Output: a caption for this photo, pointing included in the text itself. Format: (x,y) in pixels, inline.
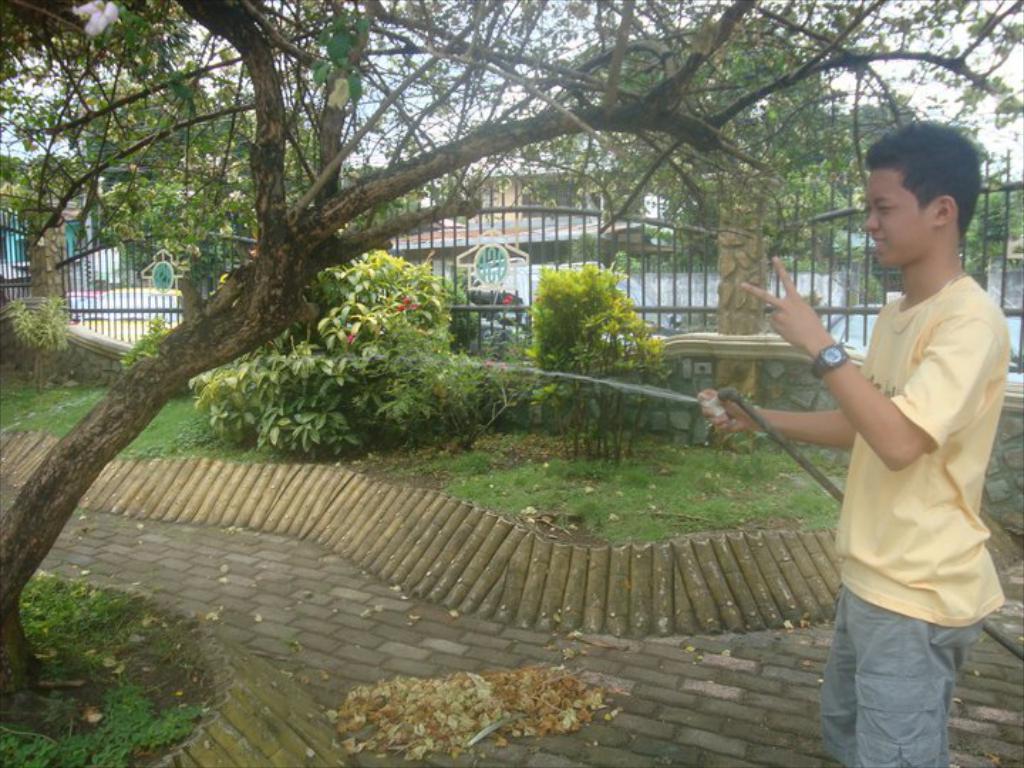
There is a person (939,452) wearing yellow T-shirt (934,485) is standing and there is a water pipe (768,431) in his hand (745,418) and there is a tree (49,489) in front of him and there are few plants (422,339), a fence wall (549,275) and buildings (569,187) in the background (690,227).
